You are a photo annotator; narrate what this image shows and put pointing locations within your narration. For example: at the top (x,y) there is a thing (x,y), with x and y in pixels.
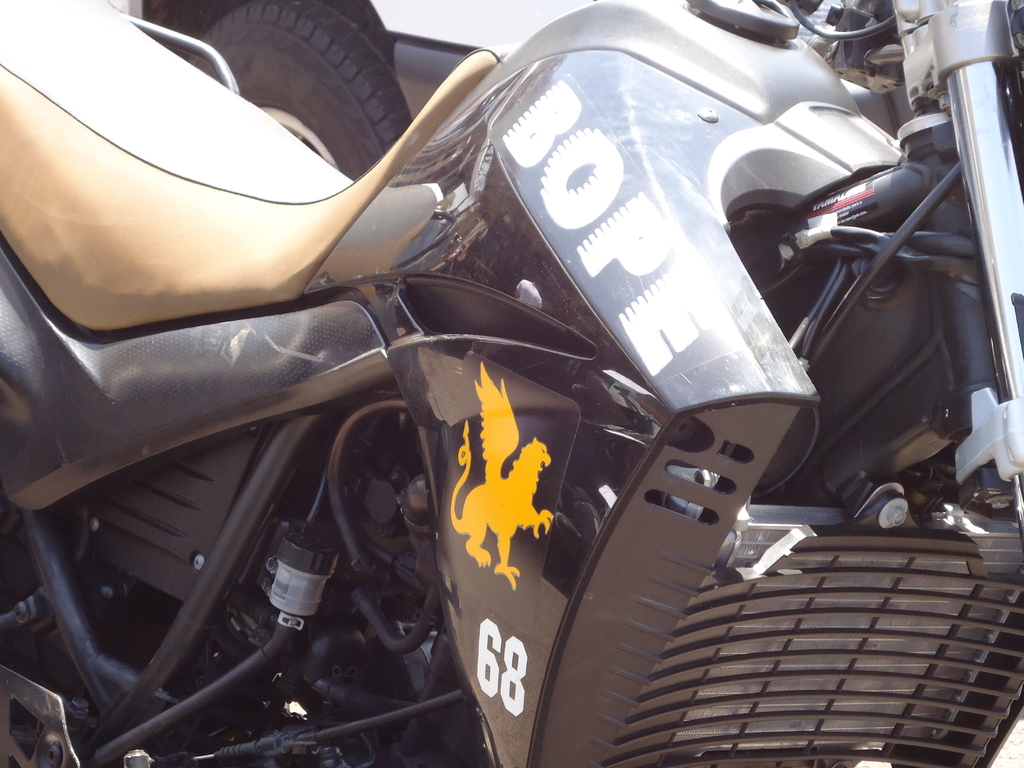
In the foreground of this image (379,477), there is a bike (256,496) and in the background (330,85), there is a truncated car (396,54).
